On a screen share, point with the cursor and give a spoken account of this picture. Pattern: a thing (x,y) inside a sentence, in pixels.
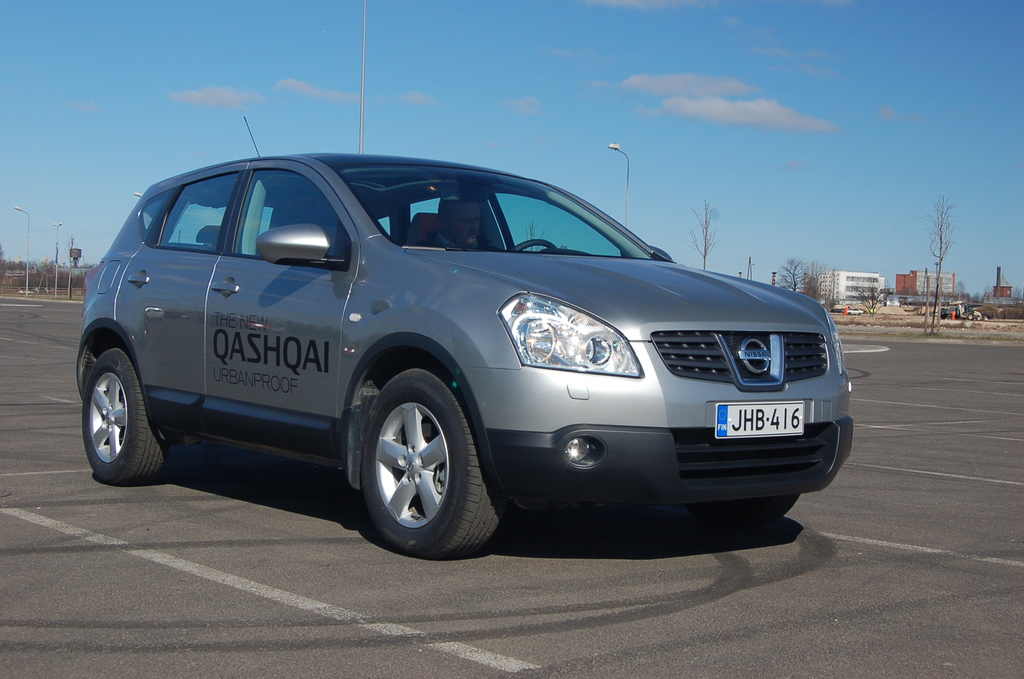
In the image there is a car (335,438) on the road (715,598) and behind the car (607,229) there are some trees (830,271) and buildings (850,290).
